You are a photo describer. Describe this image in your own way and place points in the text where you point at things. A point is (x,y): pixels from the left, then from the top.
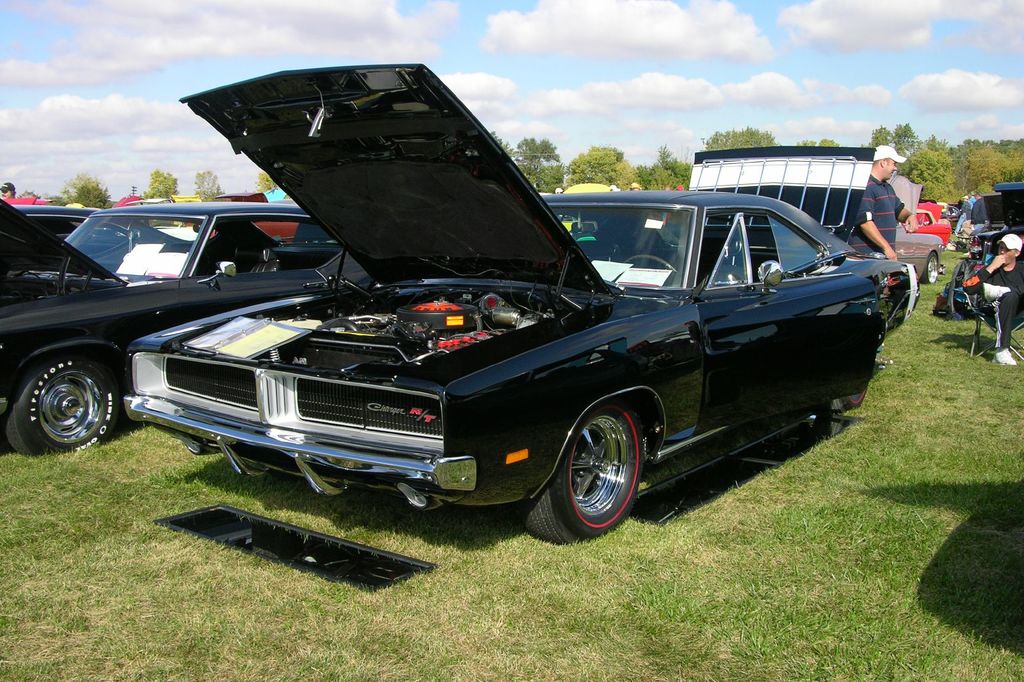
In this picture we can see vehicles (826,385), people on the ground (818,448), here we can see grass (898,421) and some objects (813,435) and in the background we can see trees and sky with clouds (1018,7).
